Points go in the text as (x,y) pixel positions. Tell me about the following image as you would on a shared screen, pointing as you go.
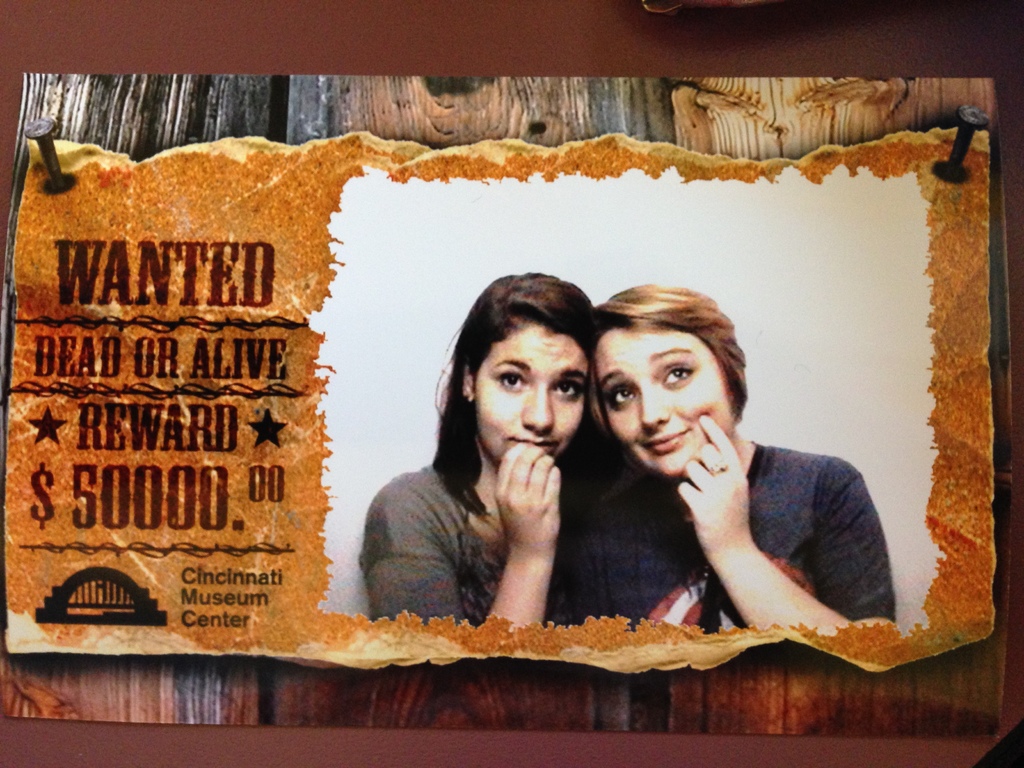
This image is taken indoors. In this image there is a poster (368,556) with images (593,484) of two women (563,392) and there is a text (144,495) on it. In the background (243,35) there is a wall (846,32).
